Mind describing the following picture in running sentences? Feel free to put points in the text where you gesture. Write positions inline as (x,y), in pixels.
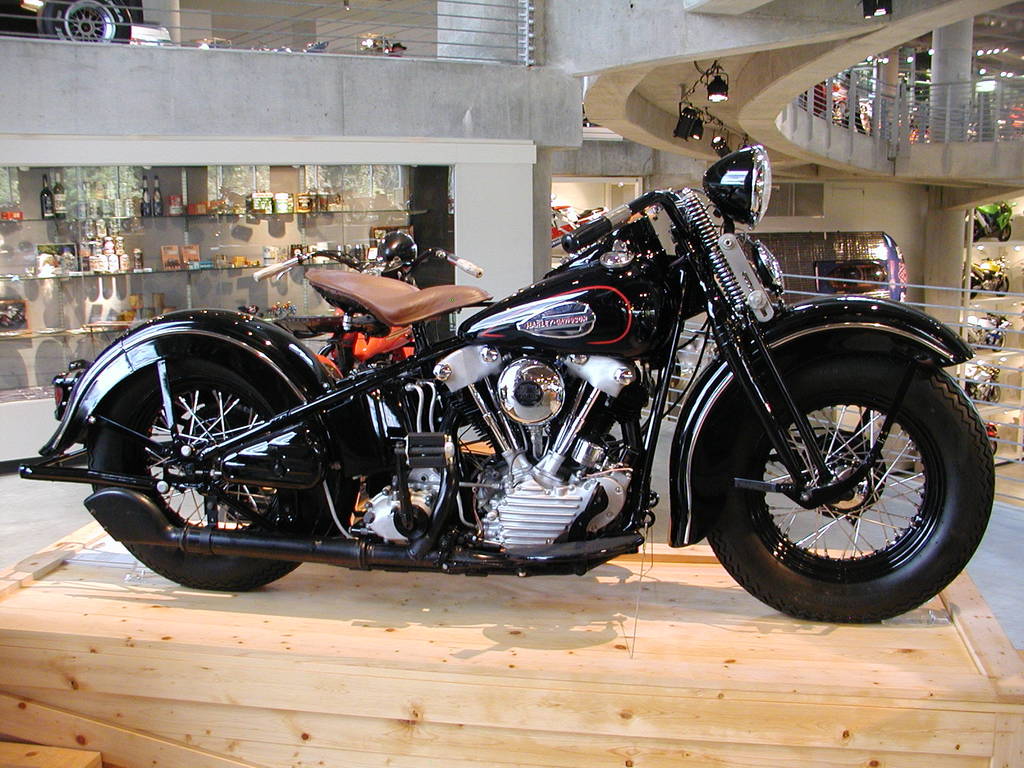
In this image in the center (511,457) there is one bike (453,360), and at the bottom (142,661) there is a wooden box (199,654) and in the background (108,238) there are some bottles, cups (124,248) and some objects (314,207), pillar (473,189), wall (472,138). And on the right side of the image (986,230) there is wall pillars (931,106) and some bikes (989,328) and some other objects (973,112). At the top of the image (99,23) there are some vehicles (84,16) and lights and railing (420,32).
